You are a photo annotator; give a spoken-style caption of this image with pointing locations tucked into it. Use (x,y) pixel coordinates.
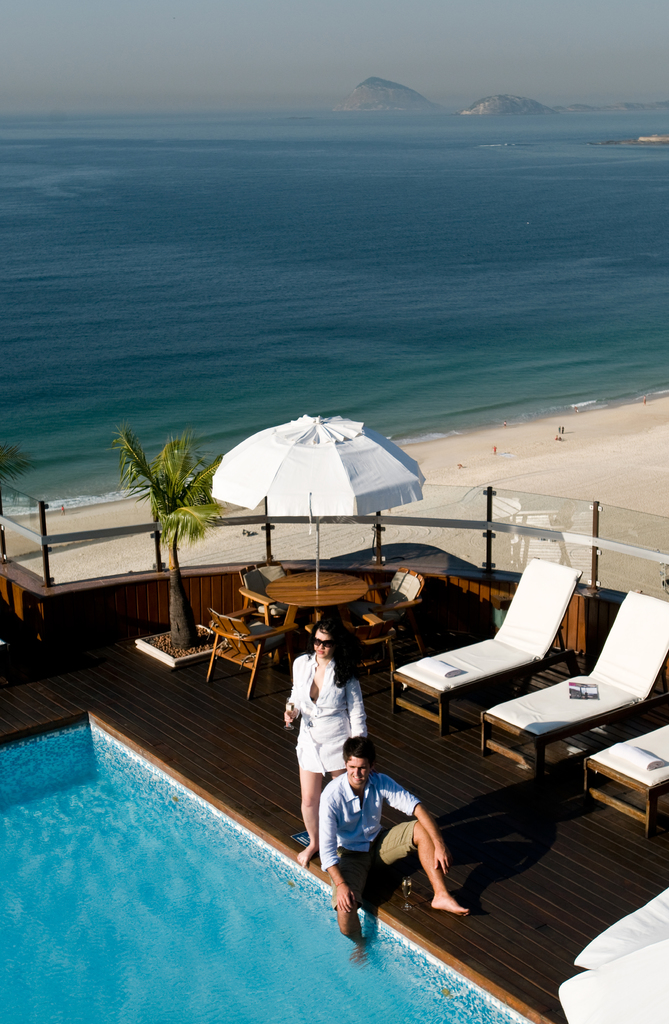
In this picture I can see a person (391,832) sitting and a person (314,727) standing on the side of a swimming pool (240,949). I can see deck chairs (532,703) on the right side (539,702). I can see sitting chair (291,636) and table (271,593). I can see the umbrella (314,478). I can see sand (519,465). I can see water (336,253). I can see mountains (390,90) in the background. I can see haze (353,54) in the sky (366,42). I can see trees (171,611) on the left side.
